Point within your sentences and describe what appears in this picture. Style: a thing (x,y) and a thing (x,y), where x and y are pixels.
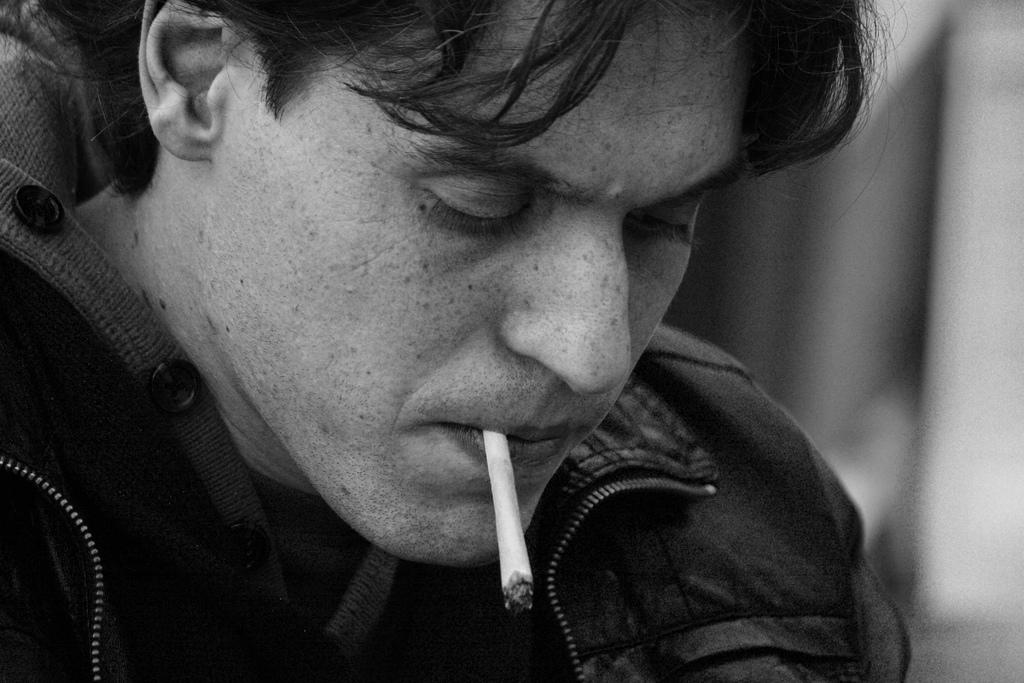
Here in this picture we can see a man (238,236) wearing a jacket (780,623) and holding a cigarette (492,452) in his mouth (479,456) present over there.
